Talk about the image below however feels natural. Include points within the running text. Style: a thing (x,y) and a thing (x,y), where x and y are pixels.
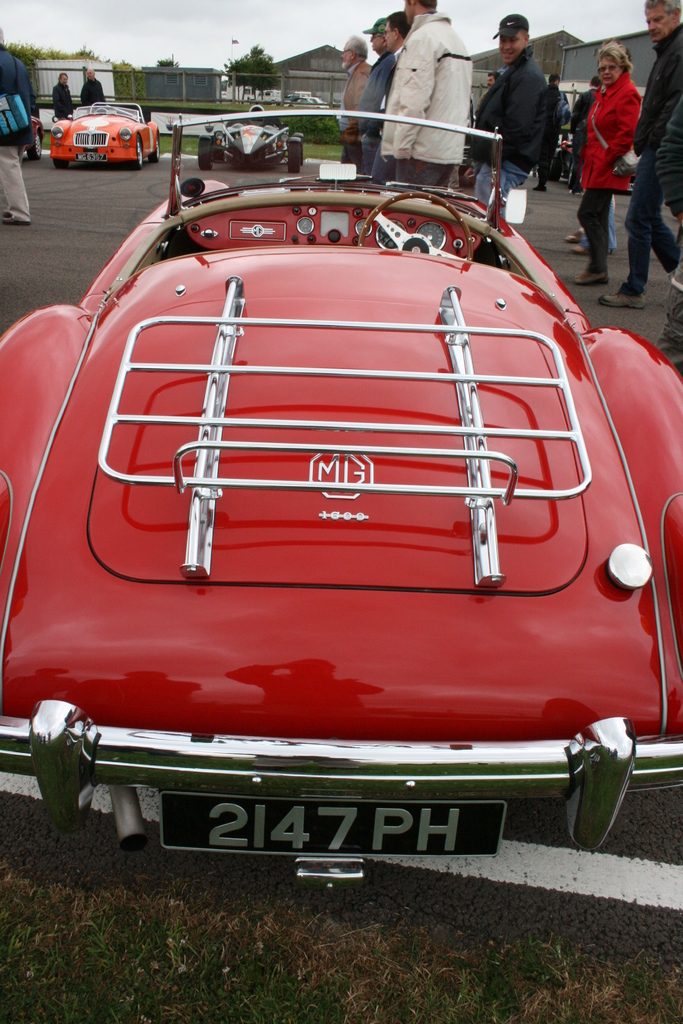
This image consists of a car (313,799) in red color. At the bottom (336,916), there is road (649,947) and grass (101,971). In the background (119,111), there are two more cars (270,136). There are many people (444,103) in this image. At the top (115,25), there is sky (124,56). In the background (218,94), we can see the buildings (164,83).
